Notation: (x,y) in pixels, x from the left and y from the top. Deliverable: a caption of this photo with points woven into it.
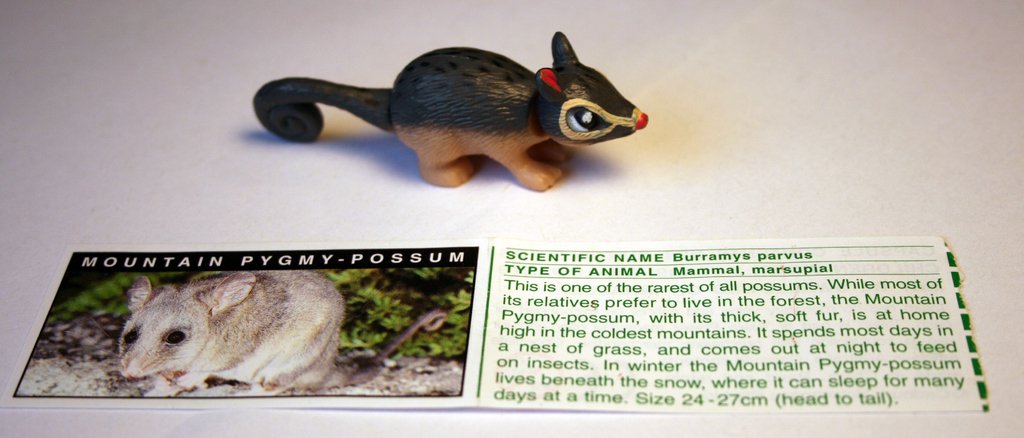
As we can see in the image there is a poster (348,313) and toy possum (447,145). On poster (693,319) there is something written.
